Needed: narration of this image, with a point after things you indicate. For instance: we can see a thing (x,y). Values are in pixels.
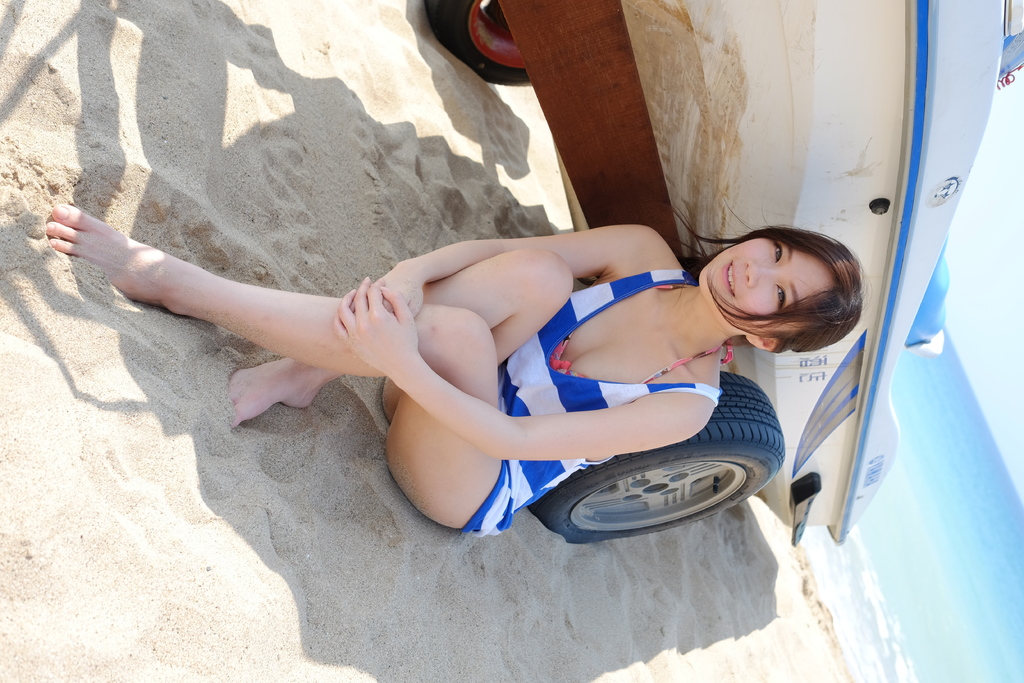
In this image I can see a woman (824,302) wearing a blue color dress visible beside the vehicle (694,219) and the vehicle (773,135) is visible in the middle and on the right side (977,410) I can see the ocean (940,418) and the sky (1012,454).
